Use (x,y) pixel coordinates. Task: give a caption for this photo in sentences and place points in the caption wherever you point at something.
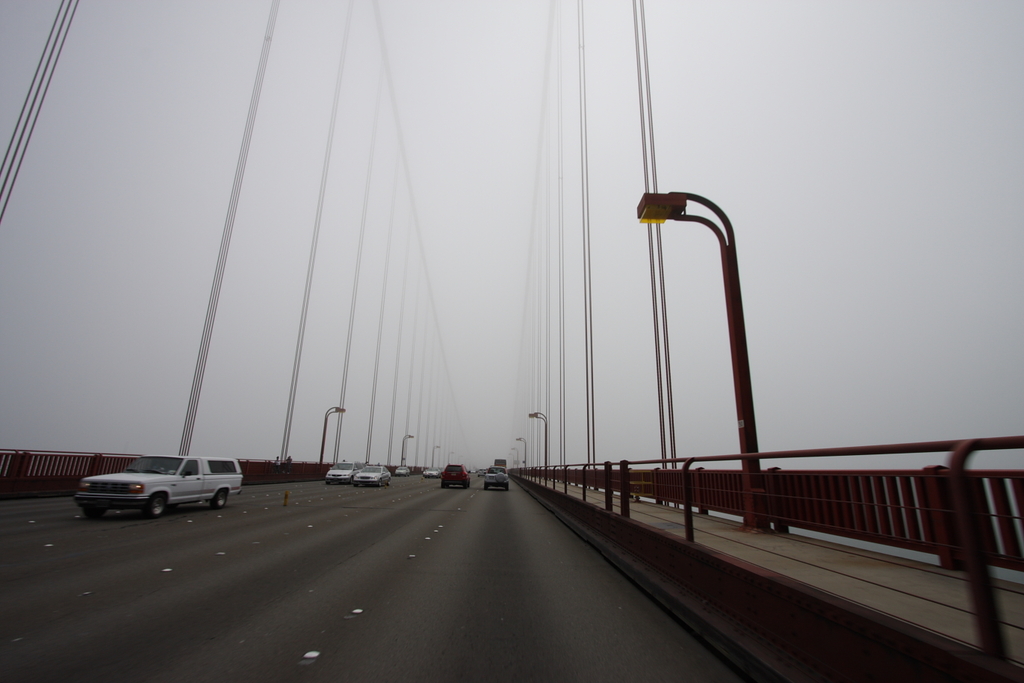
Vehicles (182,473) are on the road (451,502). Here we can see light poles (743,396) and fence (804,504).
